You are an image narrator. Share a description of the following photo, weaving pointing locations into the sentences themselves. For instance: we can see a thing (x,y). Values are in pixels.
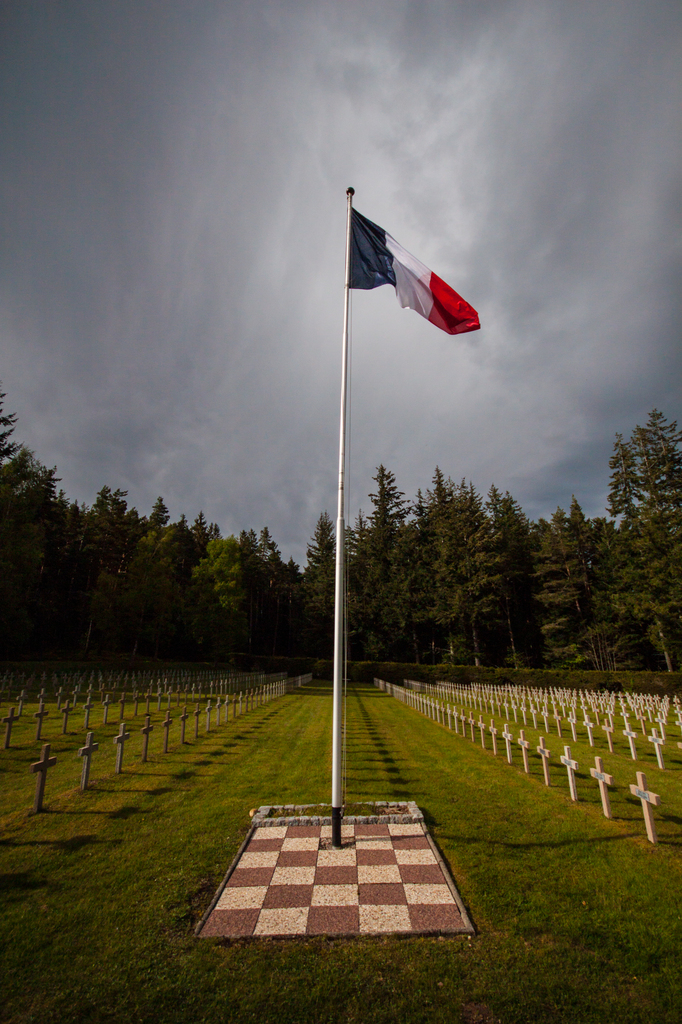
We can see flag (353,225) with pole (337,804) and we can see grass (470,752) and cross symbols (504,738). Background (602,557) we can see trees (138,609) and sky (554,412) is cloudy.
